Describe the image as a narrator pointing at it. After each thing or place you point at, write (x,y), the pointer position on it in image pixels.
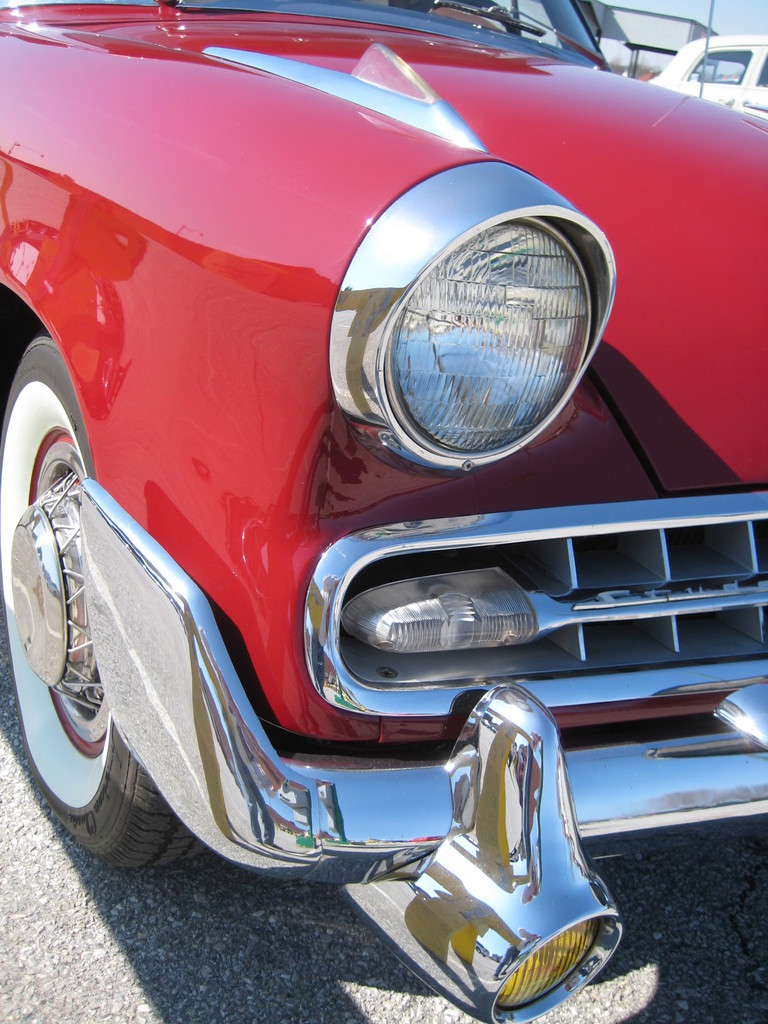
In this image we can see a car (249,299) which is in red color. At the bottom (69,976) there is a road (69,975). In the background (758,14) there is a vehicle (735,81) and sky (701,8).
